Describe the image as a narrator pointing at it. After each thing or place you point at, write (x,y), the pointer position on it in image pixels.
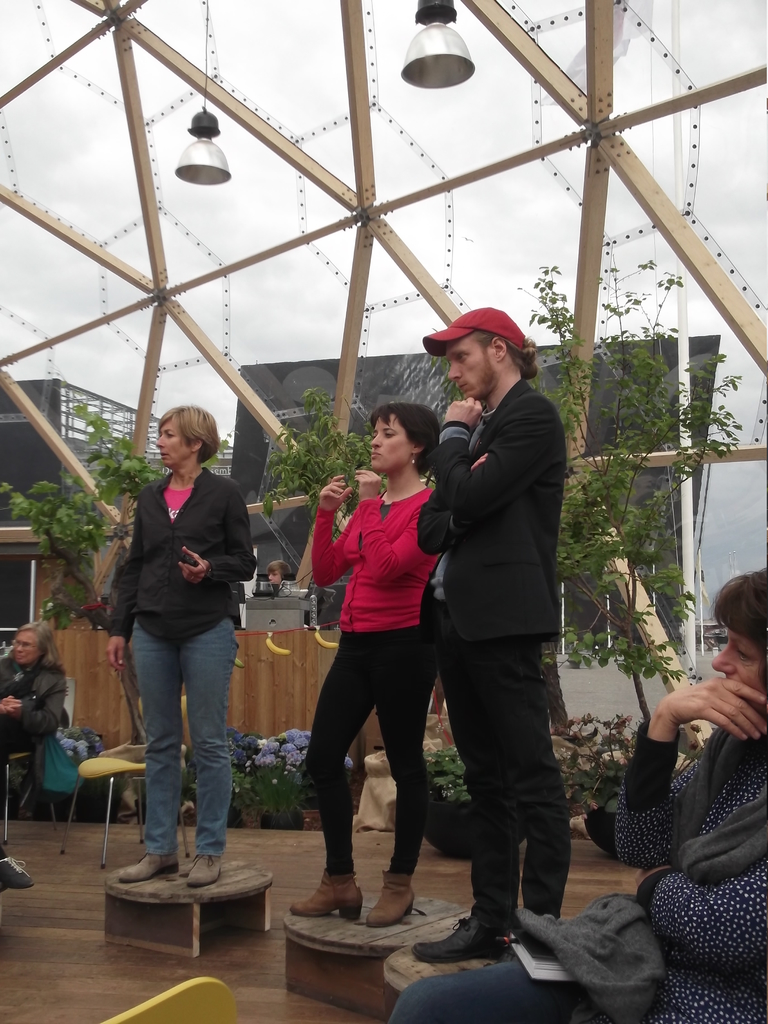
In the image we can see three people (373,590) standing, wearing clothes (386,691) and shoes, and we can even see two people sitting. Here we can see the wooden floor (42,933), chairs (85,777) and plants (72,736). Here we can see the roof (252,238) and the building (42,465).
